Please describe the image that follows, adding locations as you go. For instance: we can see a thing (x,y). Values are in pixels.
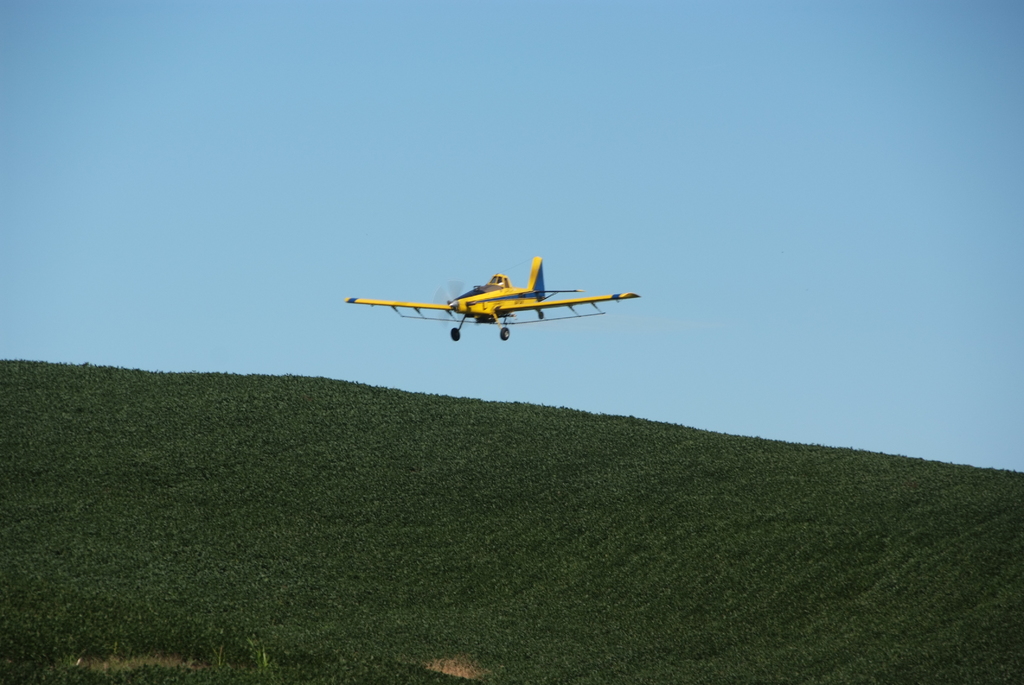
In this picture there is greenery (72,384) at the bottom side of the image (676,494) and there is an air craft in the center of the image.
